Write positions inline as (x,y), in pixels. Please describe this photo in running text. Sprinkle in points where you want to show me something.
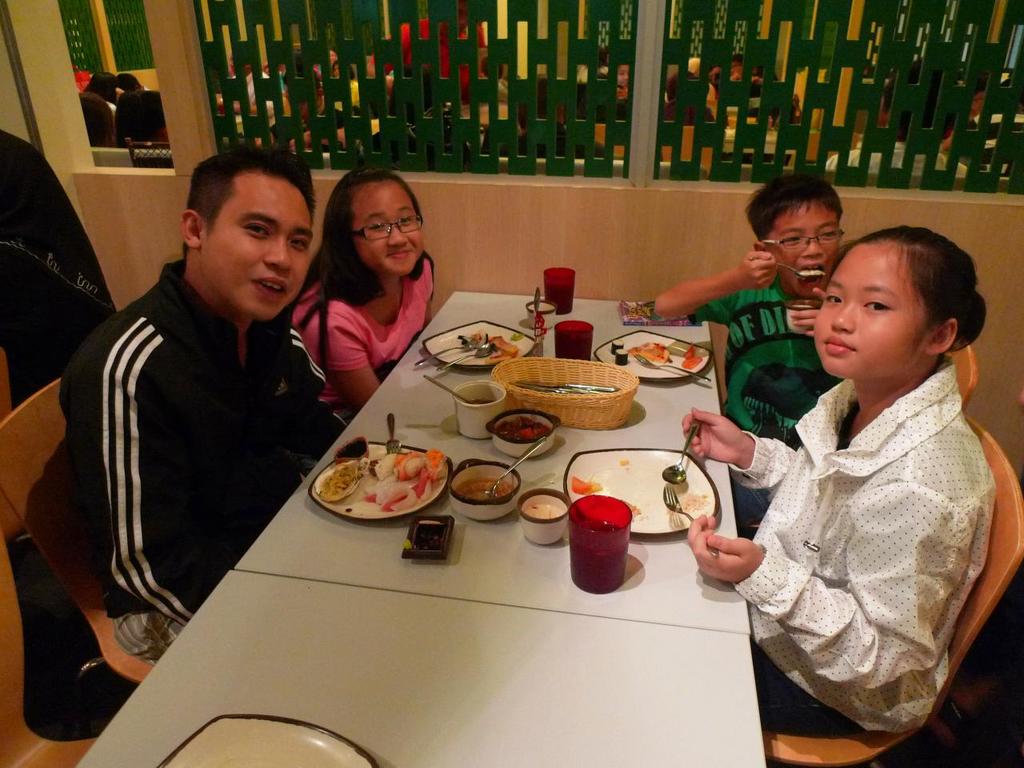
In this image there are some people (258,486) sitting on the chair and eating on the table (566,630) and two girls (936,522) are there and two boys (159,420) are there the table (450,507) plate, bowls (478,513), glass (574,540) and spoons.
